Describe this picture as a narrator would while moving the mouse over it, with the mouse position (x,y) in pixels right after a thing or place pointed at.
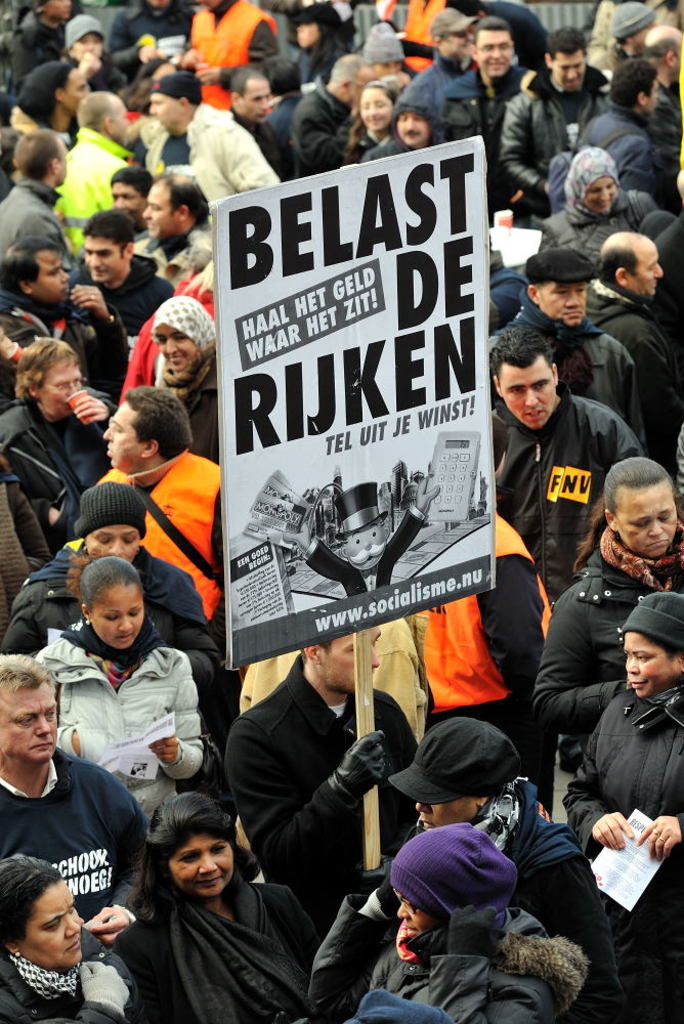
There is a person (324,768) holding a poster (356,509) and there are people (103,283) around him in the image.
